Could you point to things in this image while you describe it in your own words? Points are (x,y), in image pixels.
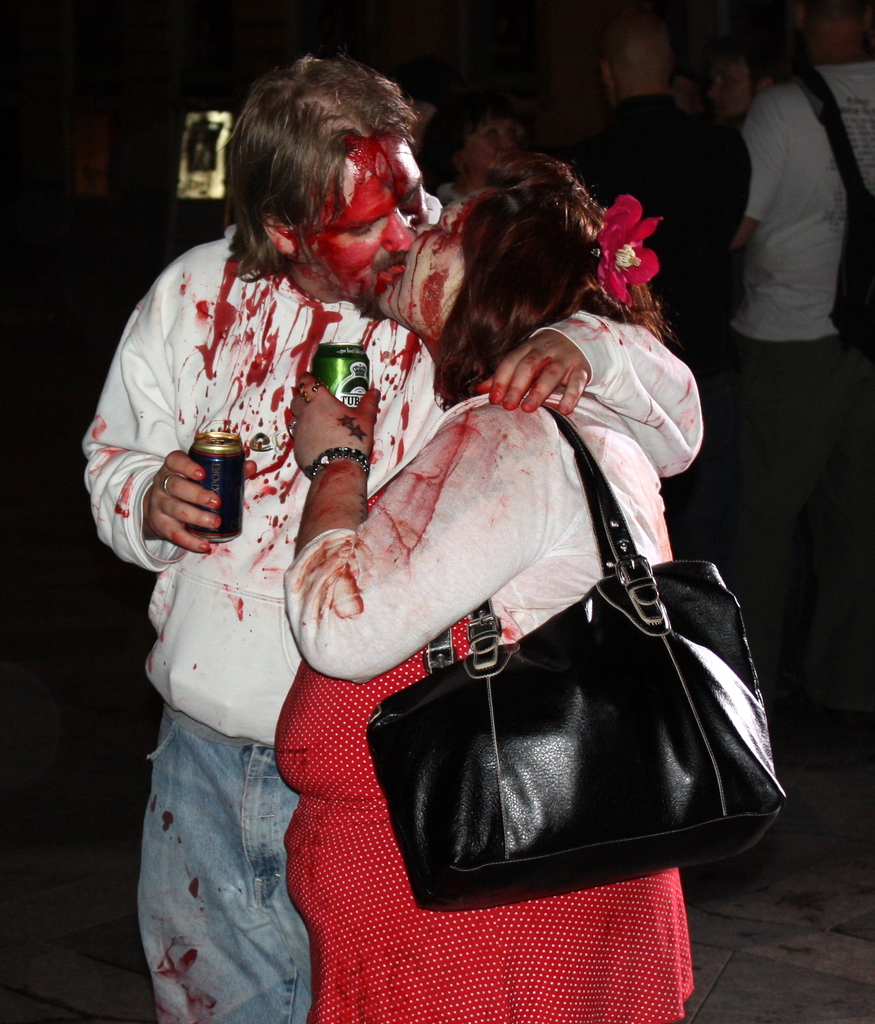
Background (802,198) is dark and we can see few persons (764,95) standing. Here we can see a woman (539,314) and a man (324,261) standing in front (303,279) portion of a picture. Woman (481,381) is wearing a black colour handbag (608,526) on her shoulder (535,471) and they both are holding drinking tins (363,383) in their hands (324,419) and they are kissing each other.
